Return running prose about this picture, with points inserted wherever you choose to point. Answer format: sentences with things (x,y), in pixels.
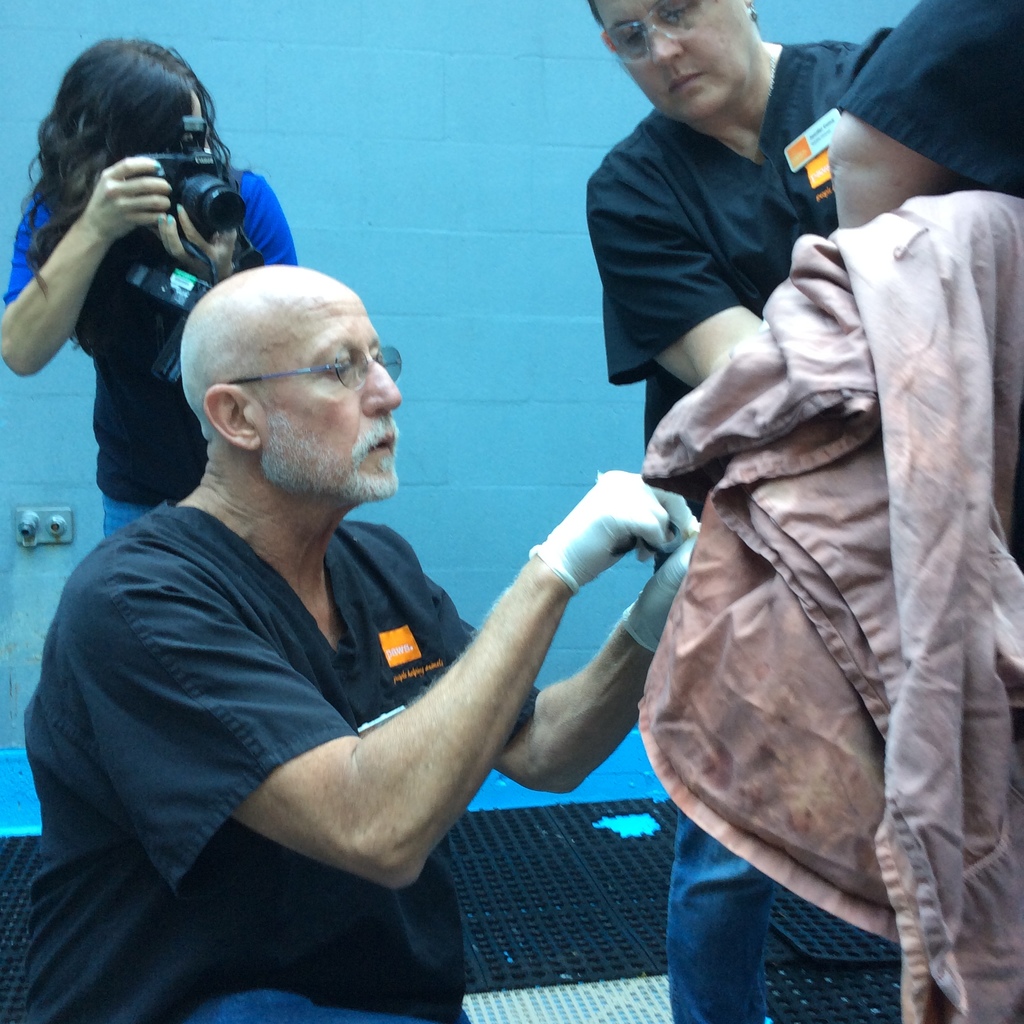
In this image I can see four persons (328,645). One person (136,513) is holding camera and one person (290,571) is holding some object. There are mats (505,869) and in the background (564,350) there is wall (307,110).
